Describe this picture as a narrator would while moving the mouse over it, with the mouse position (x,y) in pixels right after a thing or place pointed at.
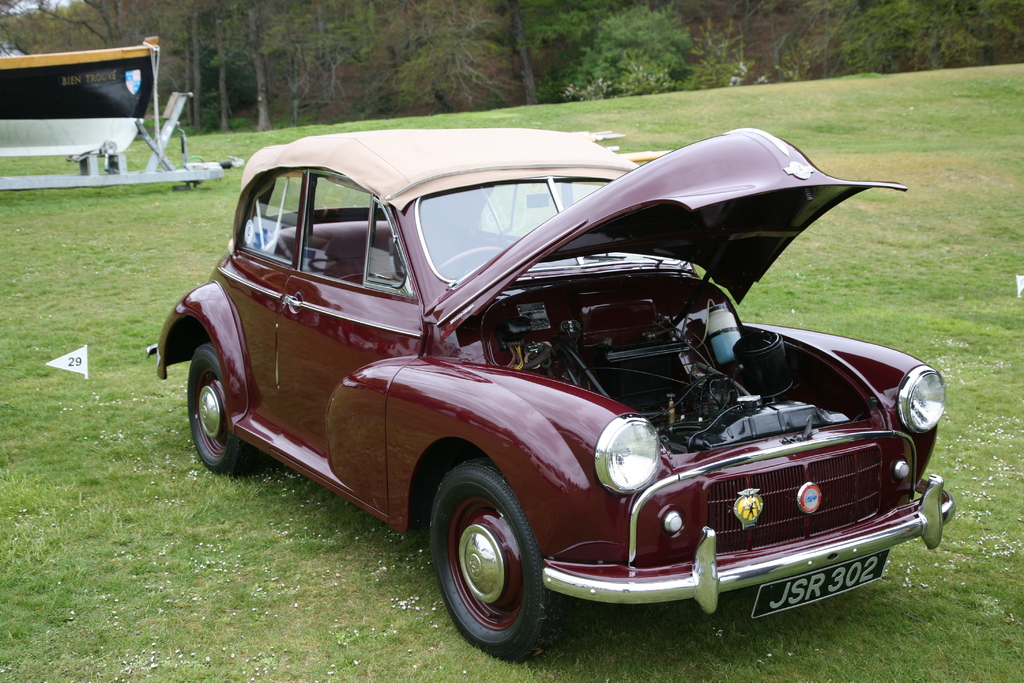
In this image we can see a vehicle (387,292) on the grass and we can see a flag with number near the vehicle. In the background (80,118), we can see a boat (67,106) with text (90,81) and logo (131,87) on the stand (83,180) and there are trees (326,44).
